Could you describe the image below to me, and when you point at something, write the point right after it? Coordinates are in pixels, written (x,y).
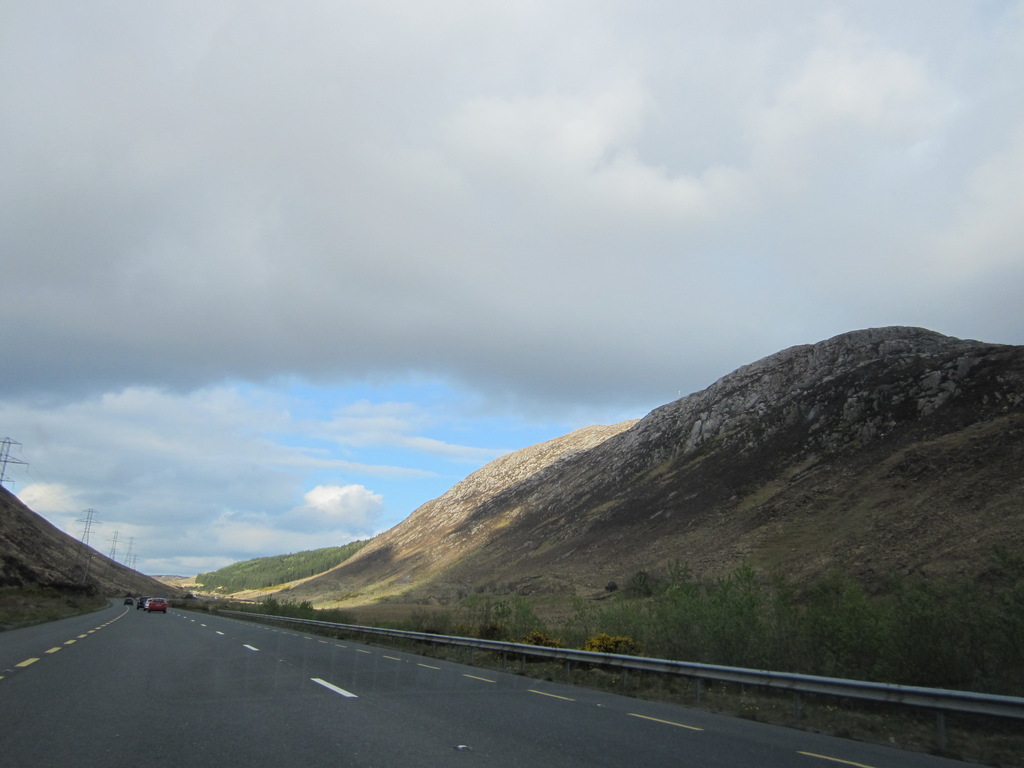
In this picture we can see vehicles (160,611) on the road (207,647), fence (852,696), plants (664,653), mountains (114,587), towers (85,553) and in the background (163,570) we can see the sky (435,309) with clouds (433,165).
